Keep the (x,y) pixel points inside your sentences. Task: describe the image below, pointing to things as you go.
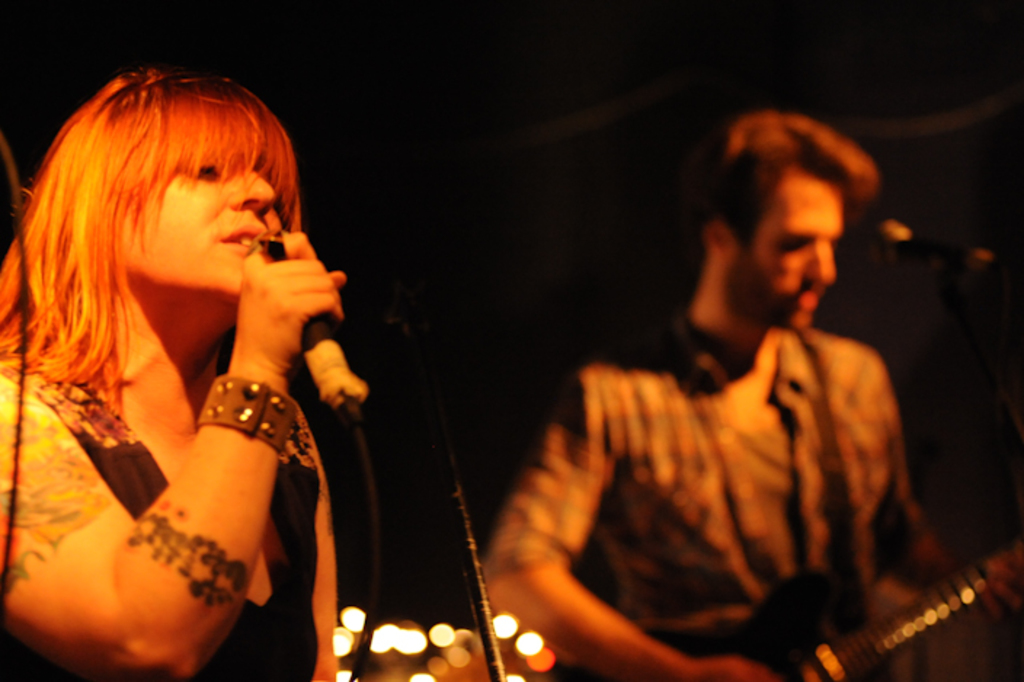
On the left side of the image (319,582) we can see girl (289,558) singing in the mic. On the right side of the image (770,470) we can see person (756,462) holding a guitar (806,642).
